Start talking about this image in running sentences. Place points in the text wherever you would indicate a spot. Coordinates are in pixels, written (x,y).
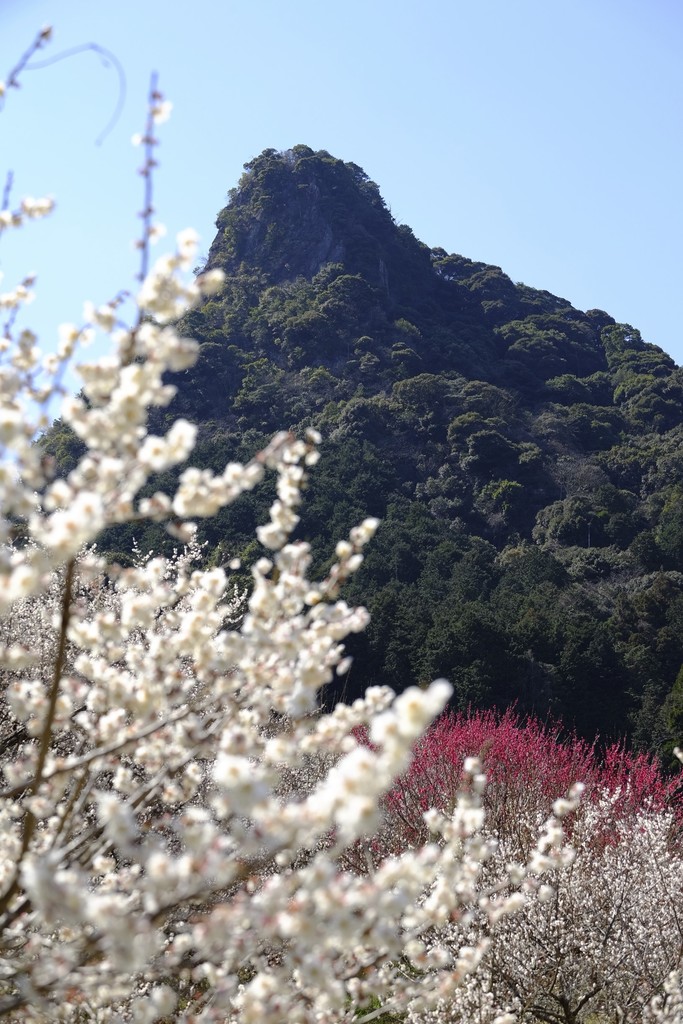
In this image I can see few white and pink color flower (450,761). Back I can see mountains (339,538) and trees (364,589). The sky (523,112) is in blue color.
